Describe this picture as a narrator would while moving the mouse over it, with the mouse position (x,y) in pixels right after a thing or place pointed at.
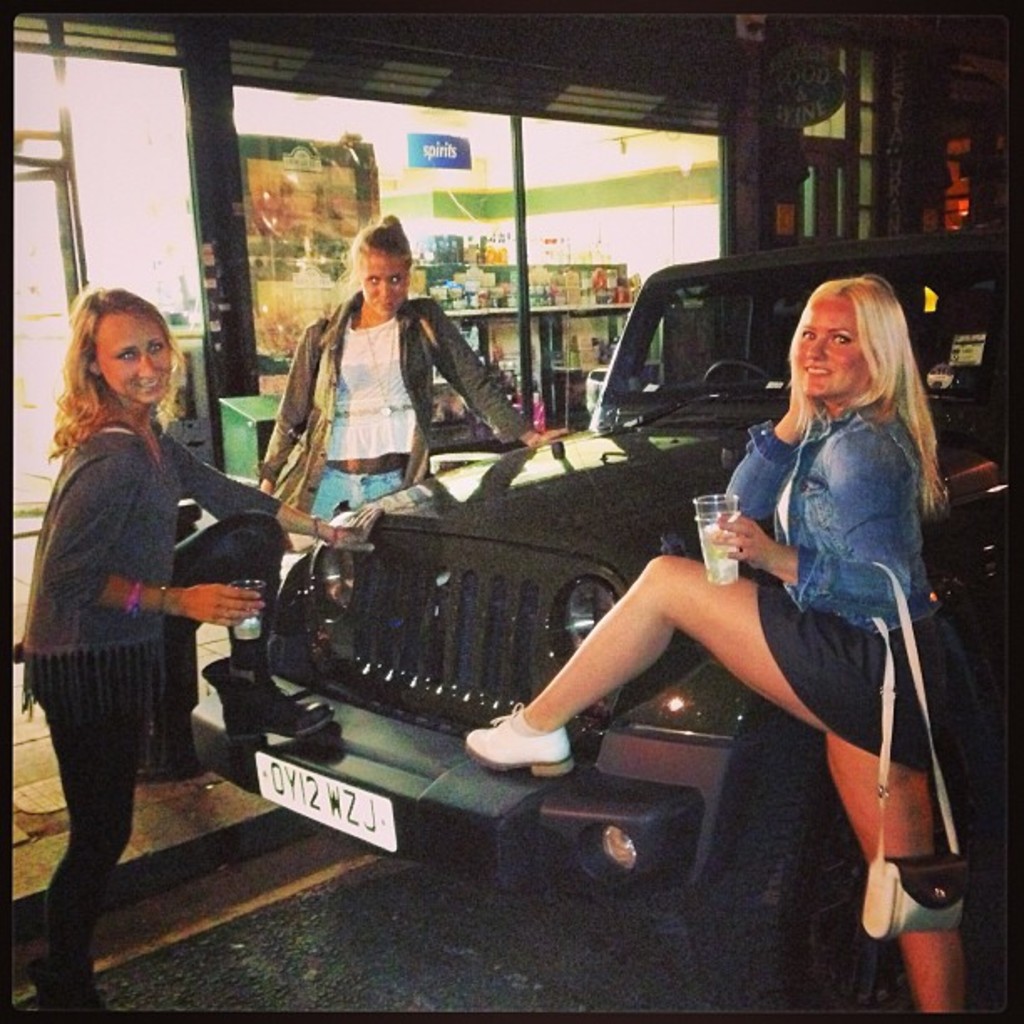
In the picture I can see 3 women (79,577) among them two women (865,588) are holding glasses (709,554) in hands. In the background (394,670) I can see a vehicle (661,449), framed glass wall (536,241), shelf (560,317) which has objects (507,357) and some other objects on the ground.
